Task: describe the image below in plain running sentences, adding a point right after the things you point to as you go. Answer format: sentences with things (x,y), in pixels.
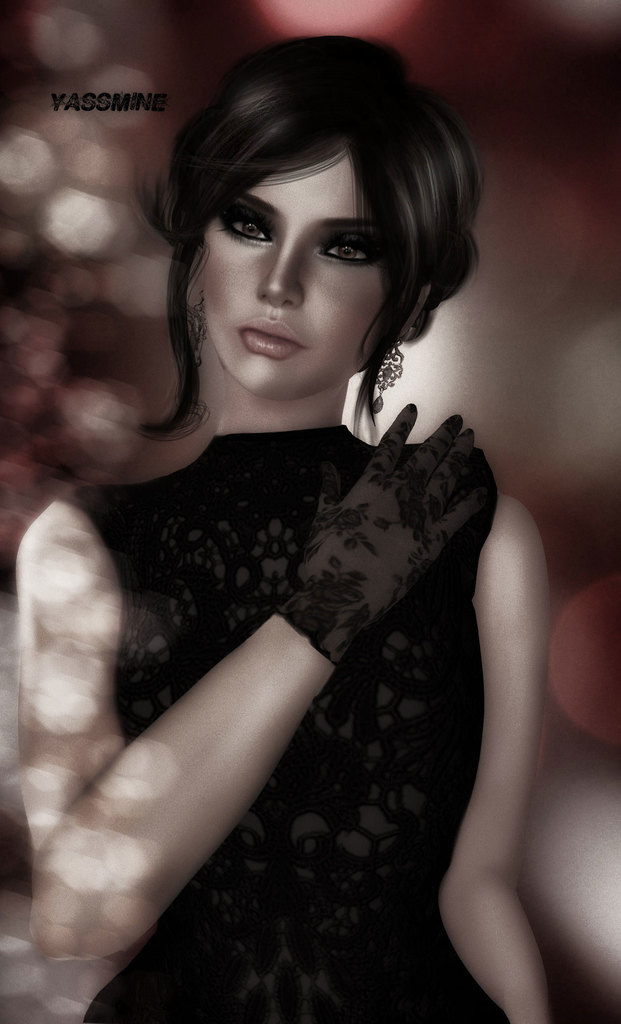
In this image there is one woman (188,659) standing in middle (330,442) and there is some text (86,101) at the top of this image (115,104).
